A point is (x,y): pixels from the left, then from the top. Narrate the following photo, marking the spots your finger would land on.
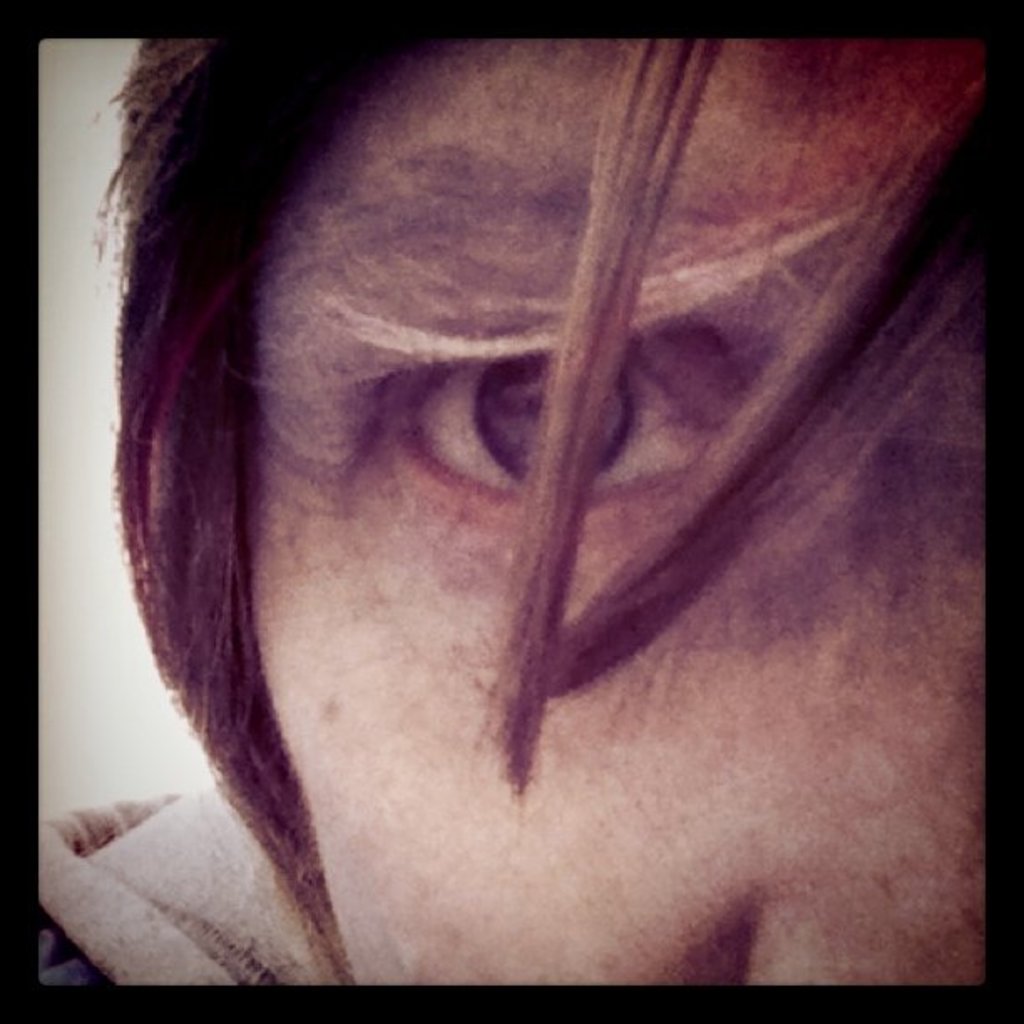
In this image I can see the person's face (515,521) and the black color boundaries (3,295).
